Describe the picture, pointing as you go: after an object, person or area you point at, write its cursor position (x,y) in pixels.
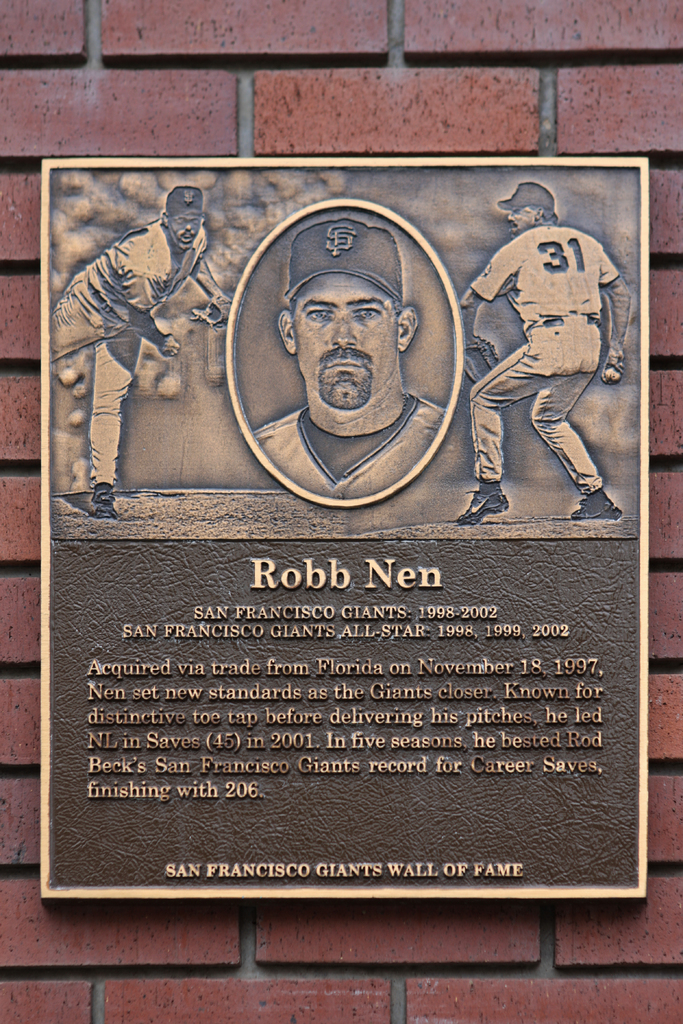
In the image there is a frame (509,338). Inside the frame (271,245) there is a person's image (352,301). Below the image (305,269) there is something written about him. Behind the frame (270,663) there is a brick wall (71,109).
